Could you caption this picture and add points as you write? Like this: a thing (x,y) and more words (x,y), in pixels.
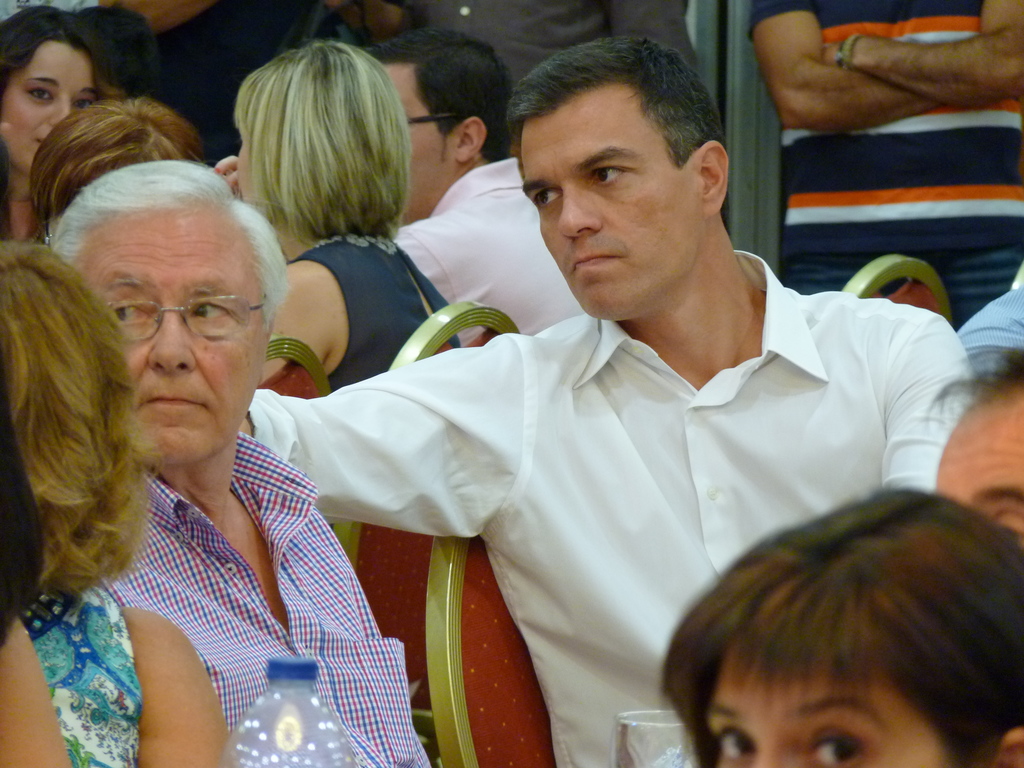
In the center of the image (418,464) we can see a few people (538,392) are sitting on the chairs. At the bottom of the image (278,759), we can see a bottle (287,750) and one object (663,740). In the background (838,193), we can see a few people (846,149).
